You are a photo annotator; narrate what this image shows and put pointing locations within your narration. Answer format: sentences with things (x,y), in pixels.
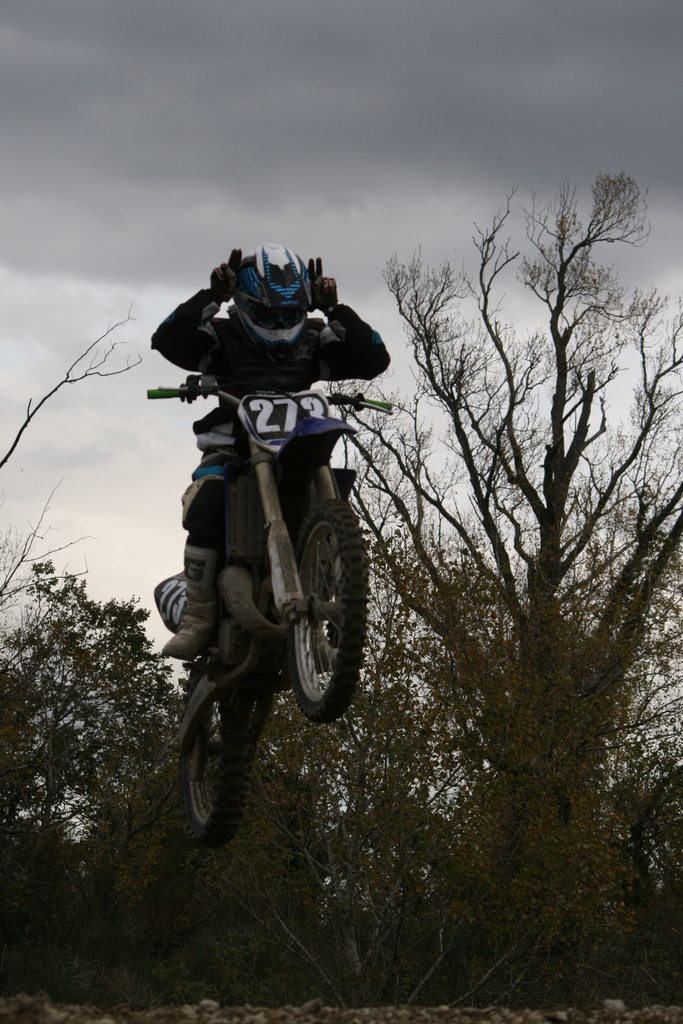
In the image i can see a person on the motorbike (234,655) and in the background (174,511) i can see the trees (549,296) and sky (314,135).
